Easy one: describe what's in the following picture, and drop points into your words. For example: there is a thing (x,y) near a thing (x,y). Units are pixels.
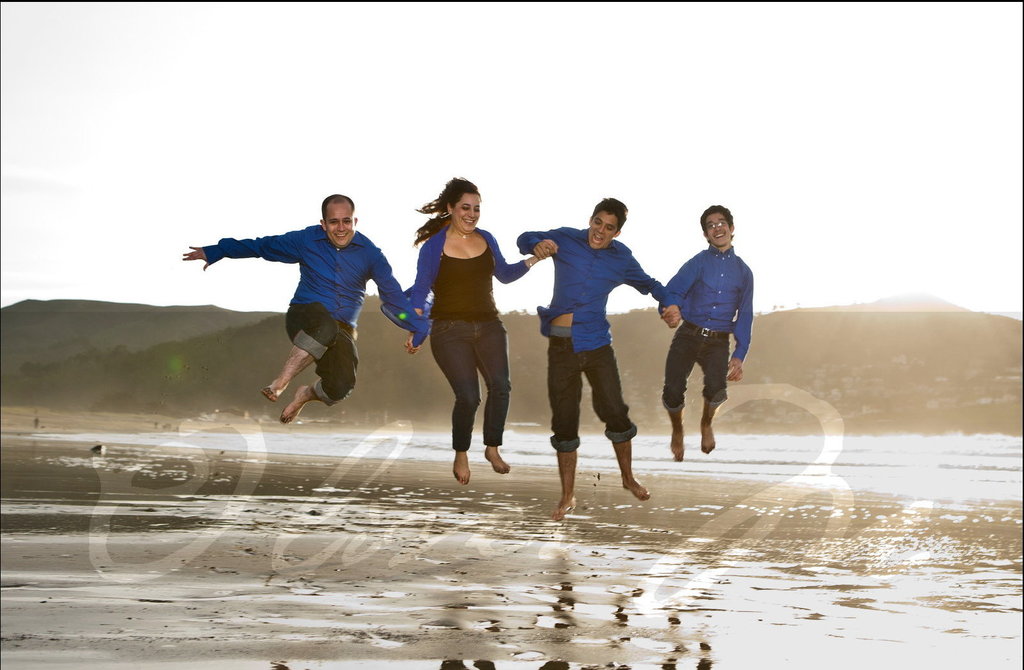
In this picture I can see a woman (423,255) and 3 men (275,254) in front (743,284) and I see that they're in air and I see that all of them are holding their hands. I can also see that they're wearing blue color shirts (562,287). On the bottom of this picture (242,451) I can see the water (244,441) and the sand (623,501). In the background (115,366) I can see the hills (401,355) and the clear sky (366,110).
